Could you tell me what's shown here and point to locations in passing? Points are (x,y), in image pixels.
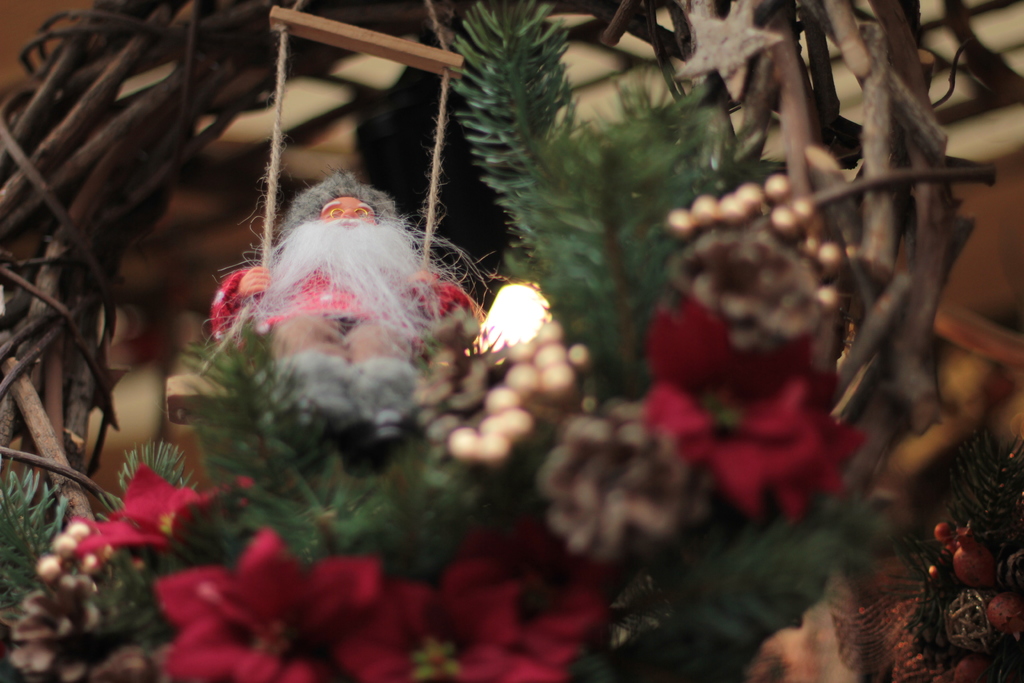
This is a zoomed in picture. In the foreground (312,614) we can see the flowers (343,586) and the plants (669,241) and some other items (976,612). In the center (376,303) there is a toy (337,268) hanging on the rope (439,31). In the background (122,187) we can see the sticks (157,122).
